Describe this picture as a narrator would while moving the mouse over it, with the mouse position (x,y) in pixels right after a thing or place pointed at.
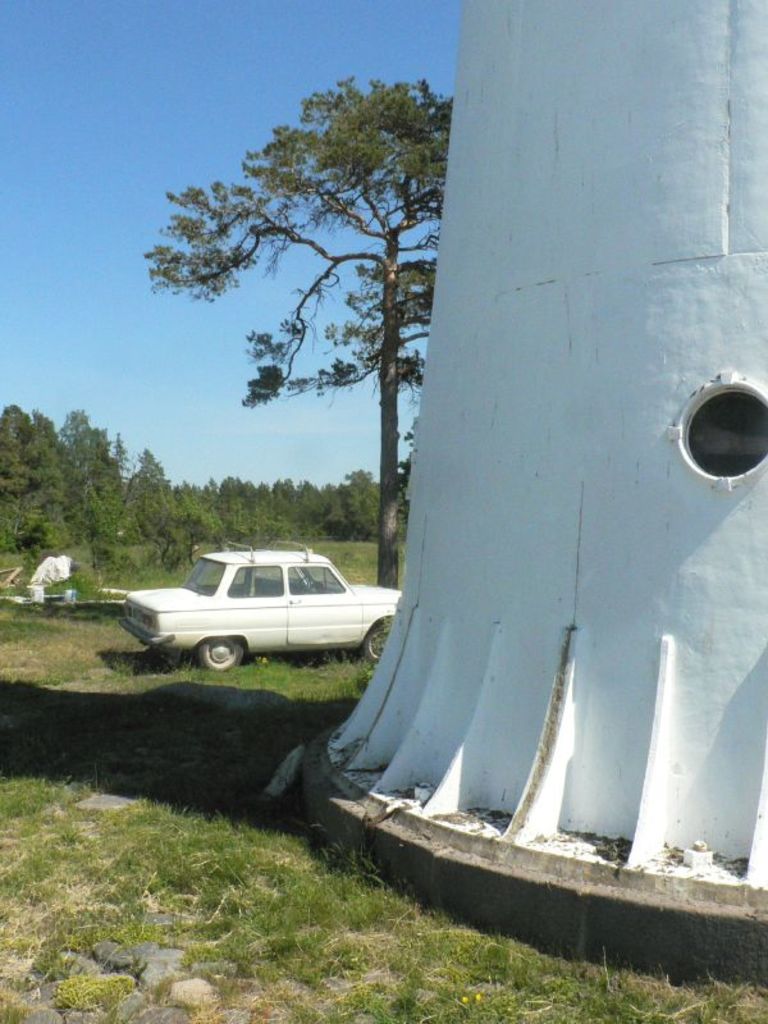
In this image I can see the tower (546,480). To the side of tower (572,431) I can see the vehicle (244,645) and many trees (155,496). In the background (232,294) I can see the blue sky (370,406).
